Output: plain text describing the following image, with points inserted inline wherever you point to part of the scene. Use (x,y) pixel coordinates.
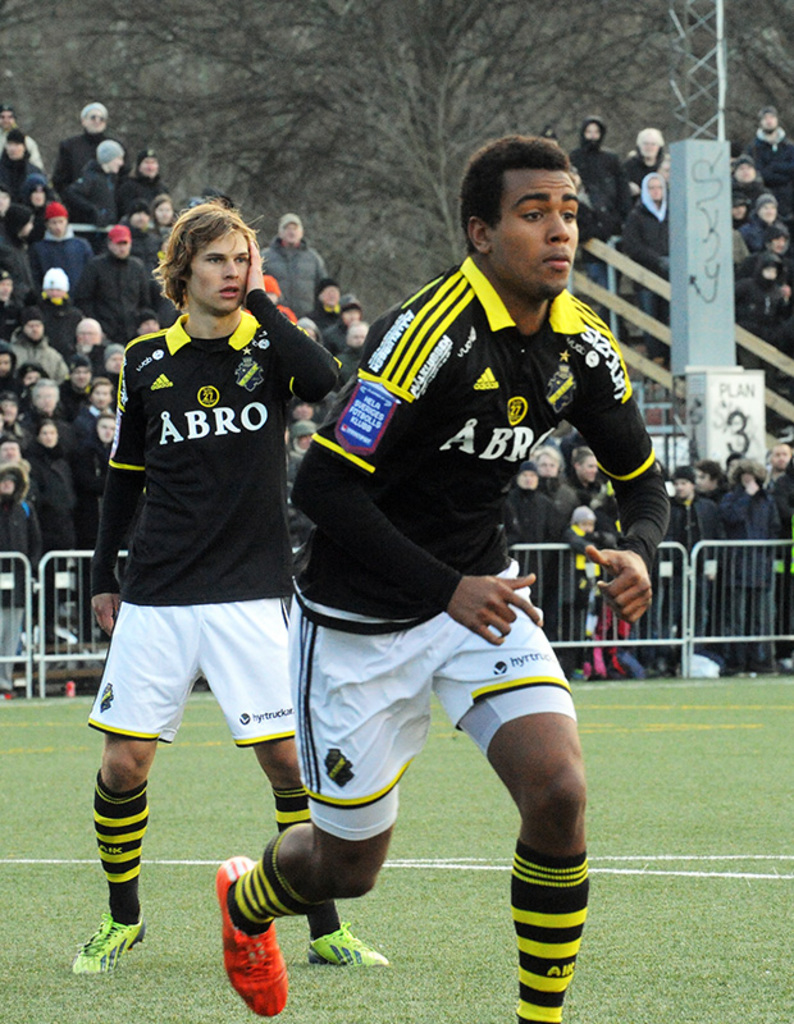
In this picture we can see two persons (262,531) playing a game, at the bottom (621,968) there is grass (690,968), we can see barricades (700,611) in the background (64,617), there are some people (356,326) standing here, we can also see a tree (470,143) in the background (396,91).
